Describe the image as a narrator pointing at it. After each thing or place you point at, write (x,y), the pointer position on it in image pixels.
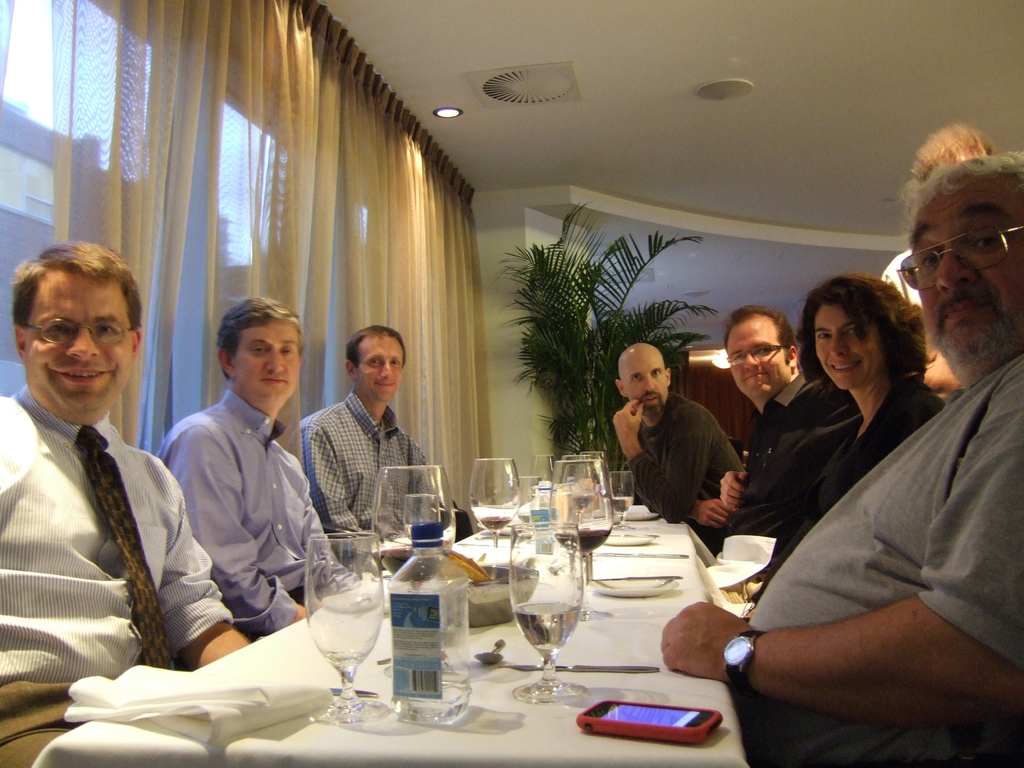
In this picture we can see some person (761,367) sitting on chair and in front of them we have table (489,635) and on table (504,557) we can see glass (352,588), bottle (432,634), mobile (624,722), knife (587,667), spoon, plate (654,588) cloth (256,709) and in background (389,189) we can see curtains (466,193), light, tree (563,353) and person (941,167) standing.
